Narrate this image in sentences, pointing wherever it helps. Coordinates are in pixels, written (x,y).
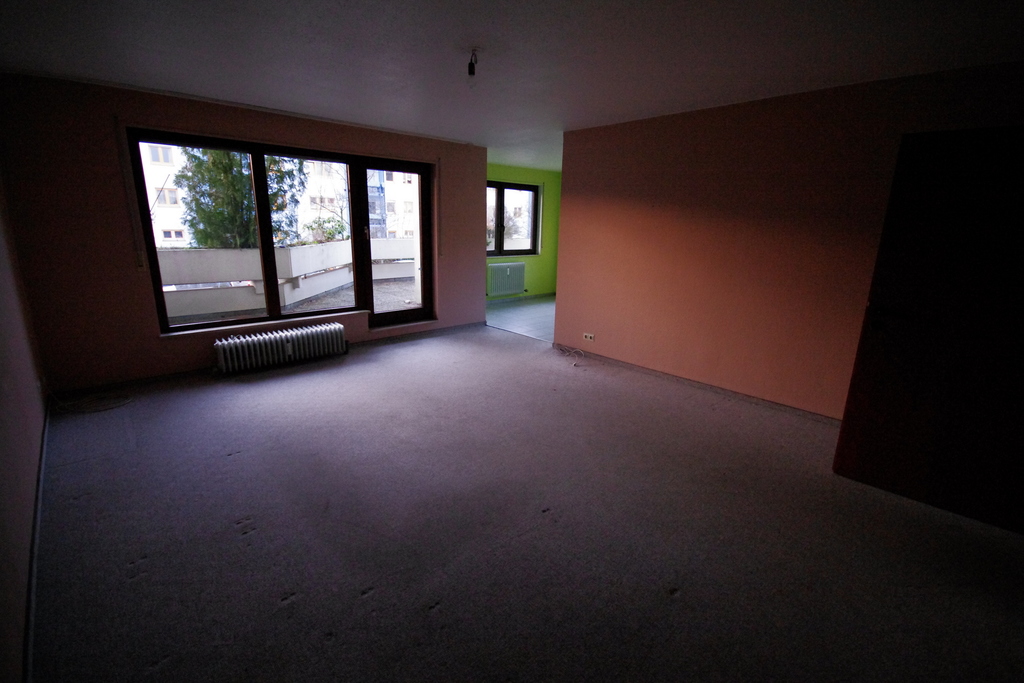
It is a house (290,309) and the walls (438,247) of the house (621,282) are painted in different colors, there are three windows (361,223) to a wall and behind the windows (219,187) there are some other buildings (316,198) and a tree (231,205).
